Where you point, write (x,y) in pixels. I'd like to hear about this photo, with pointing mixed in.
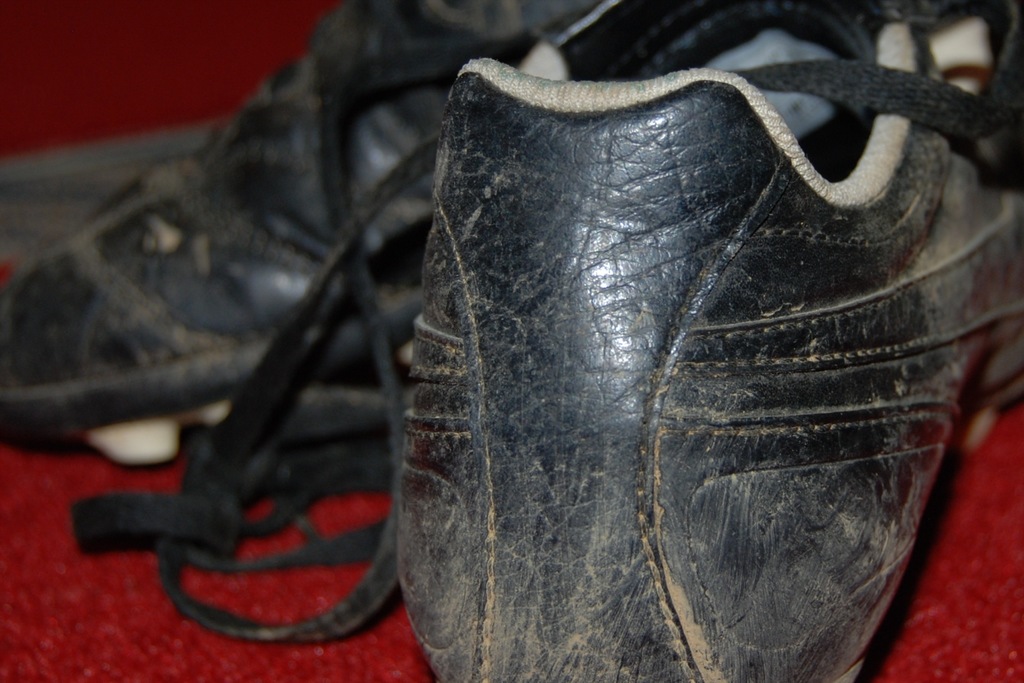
We can see footwear (304,228) on the red surface (203,630). In the background (166,59) it is red.
